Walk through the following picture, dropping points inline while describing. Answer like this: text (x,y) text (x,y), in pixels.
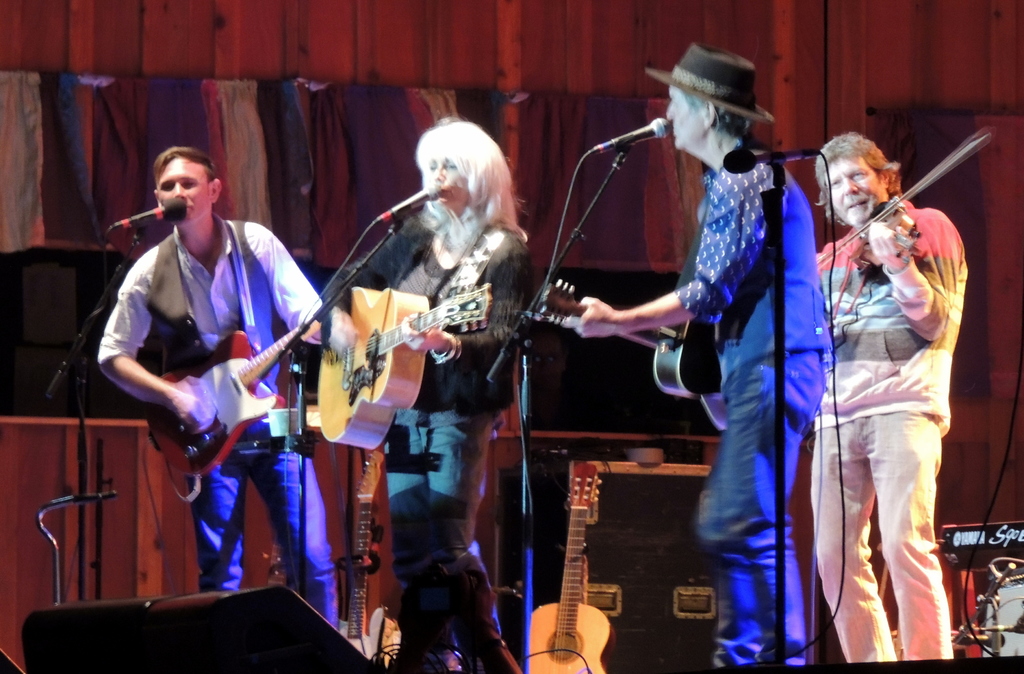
There are four standing. Three of them are singing a song and playing guitars (669,361) and the other person (859,296) is playing violin (902,239). I can see a guitar (539,632) placed here. These are the mics (418,196) attached to their mic stands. I think this is a speaker (300,637). These are the clothes (288,133) hanging to the hanger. At the background (551,47) that looks like a wooden texture wall (622,52).
